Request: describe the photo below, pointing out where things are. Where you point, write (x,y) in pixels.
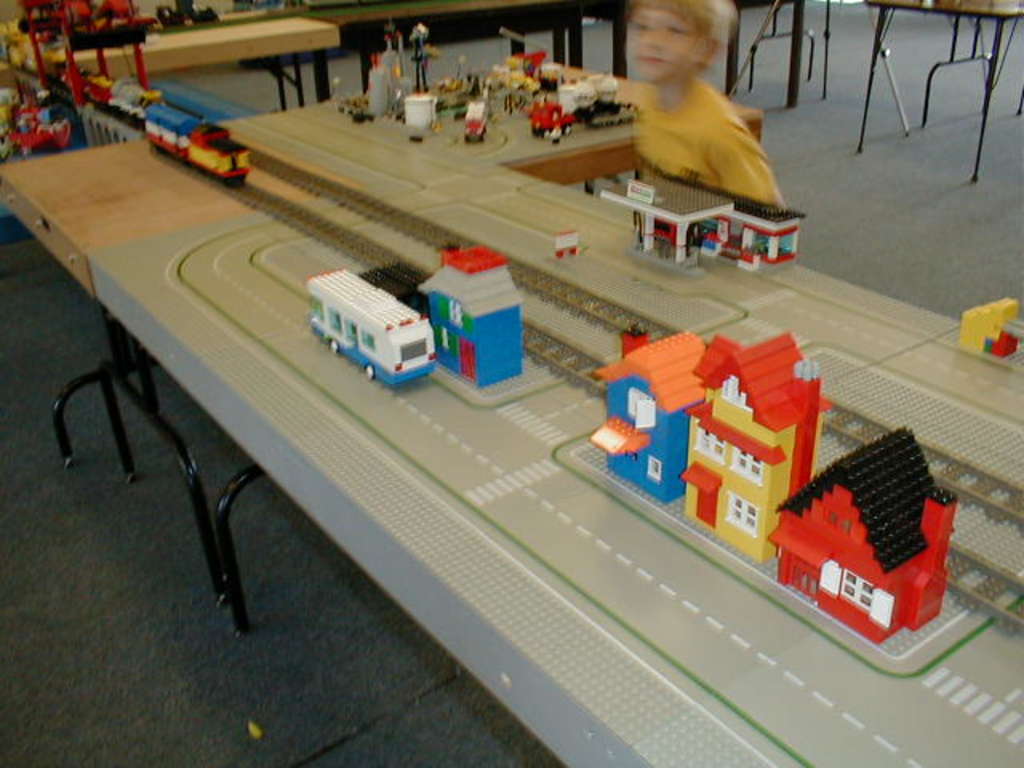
Here in this picture we can see a table (374,166), on which we can see some toys (805,533) present and with them we can see a house (629,401), bus (367,324) and a train (240,167) present on a track (1016,506) and beside that we can see a child (682,96) standing and beside him we can see other tables (293,49) and chairs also present on the floor (785,85).
